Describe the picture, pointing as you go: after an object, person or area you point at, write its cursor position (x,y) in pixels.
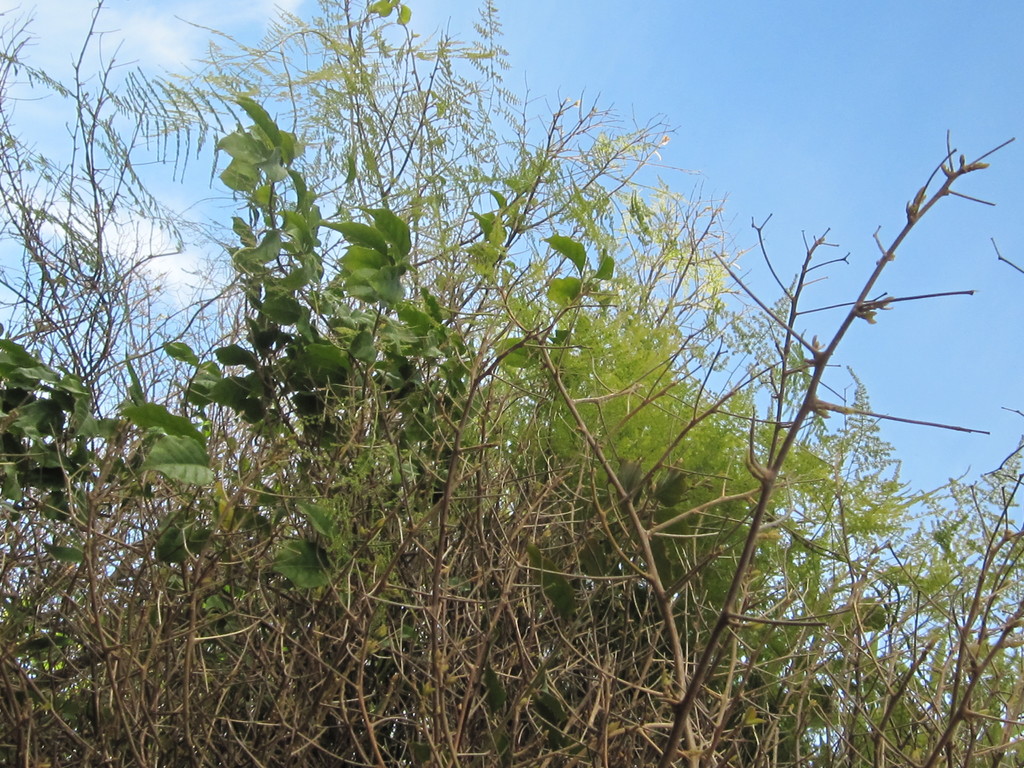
In the image there are plants (439,556) and trees (701,557) in the front (101,623) and above its sky (699,50) with clouds (179,47).
